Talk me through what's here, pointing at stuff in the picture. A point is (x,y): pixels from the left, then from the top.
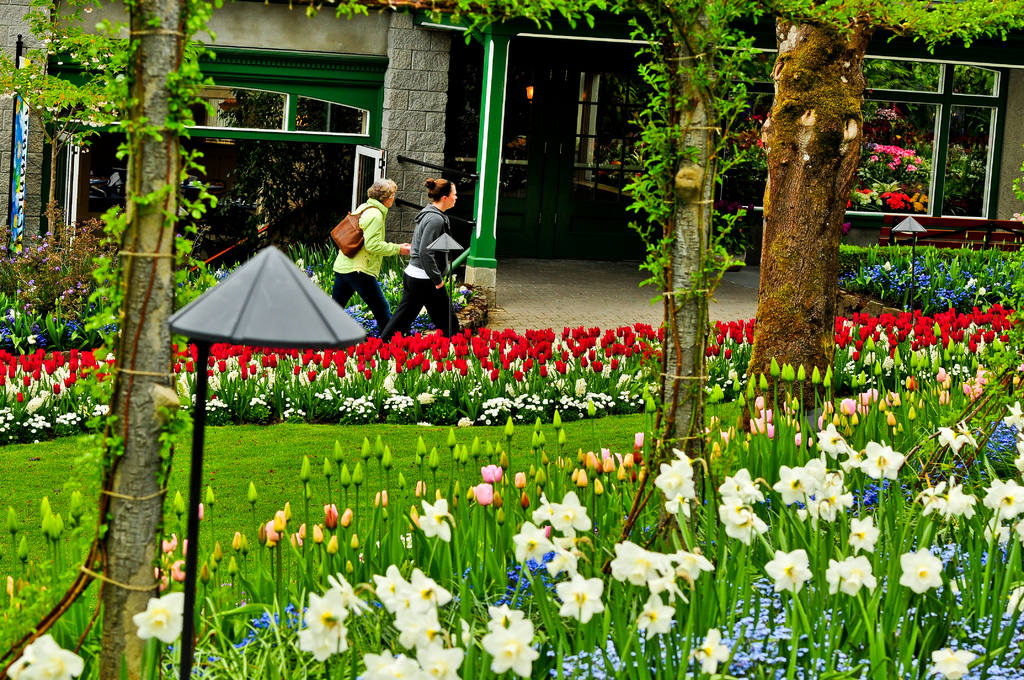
In this image, we can see the ground (568,309). We can see some grass (236,513), plants (433,360) with flowers (531,337). There are a few poles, trees (796,79). We can see a board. There are a few people (432,193). We can see a bench (923,223). We can see the door (79,170) and the windows (925,142). We can see the wall (398,173). We can see a pillar (482,241). We can see the fence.
